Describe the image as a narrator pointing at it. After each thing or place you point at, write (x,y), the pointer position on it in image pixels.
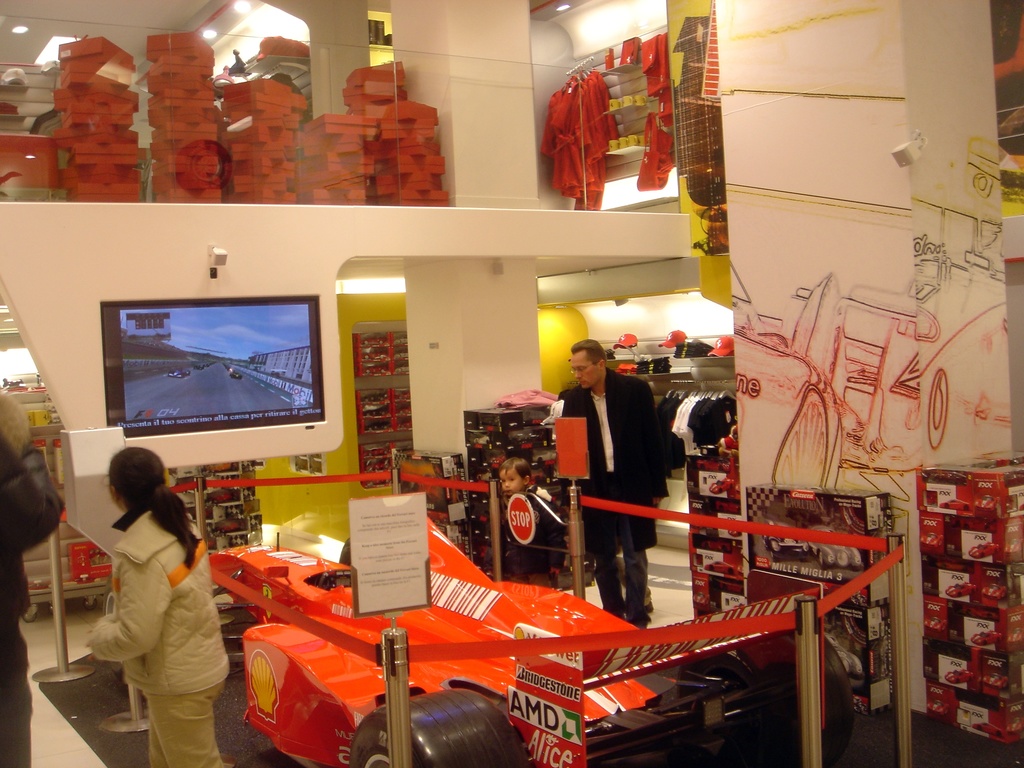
This picture shows the inner view of a building (52,20). There are some lights (46,51) attached to the ceiling (32,34), one glass wall (49,35), one red car (656,717), some poles (57,534) with red ribbon (275,479) around the car (547,624), one stop board (530,534), some boards (383,554) with text (383,554), one boy (507,483) standing near the stop board (520,508), three people (599,346) are walking, one person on the left side of the image (16,531) truncated, some caps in the shelf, two CCTV cameras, one T. V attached to the wall (248,272), one pillar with images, some shirts (706,423) hanged, some objects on the floor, some boxes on the floor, some objects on the shelves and some objects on the surface of the floor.
